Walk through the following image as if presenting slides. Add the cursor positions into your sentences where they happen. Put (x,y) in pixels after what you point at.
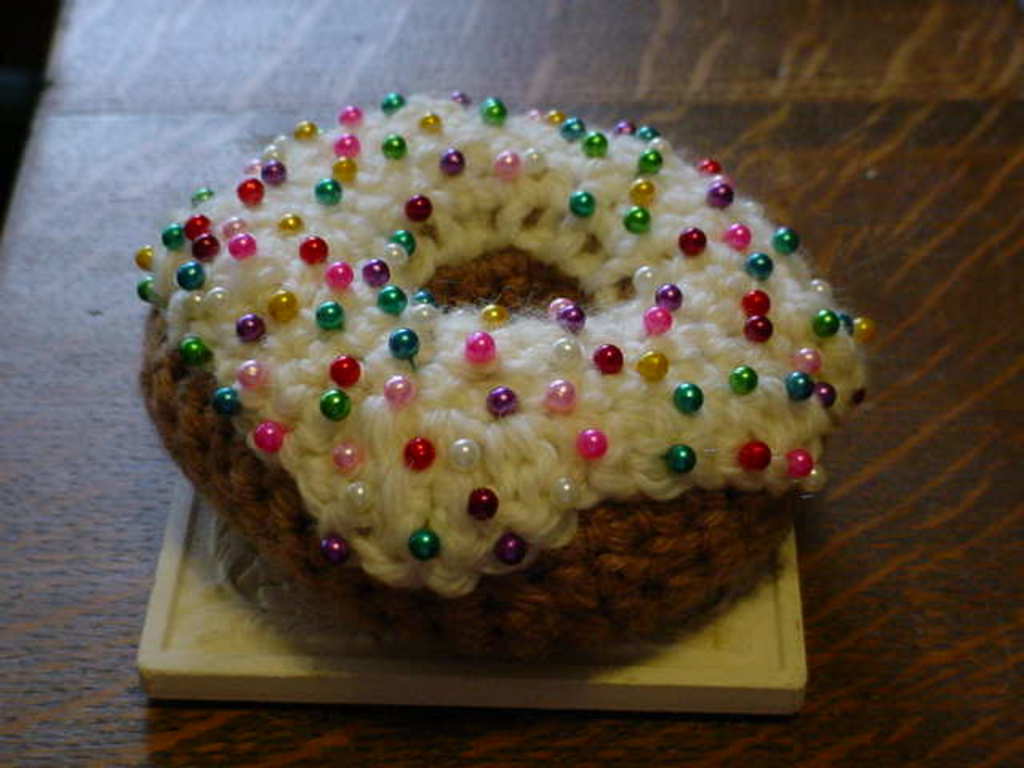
In this image, we can see donuts shaped woolen craft (603,491). Here we can see colorful balls (508,398). This donuts (536,592) is placed on a whiteboard (377,664). Here we can ball (563,398) with pin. Background we can see a wooden surface (45,351).
